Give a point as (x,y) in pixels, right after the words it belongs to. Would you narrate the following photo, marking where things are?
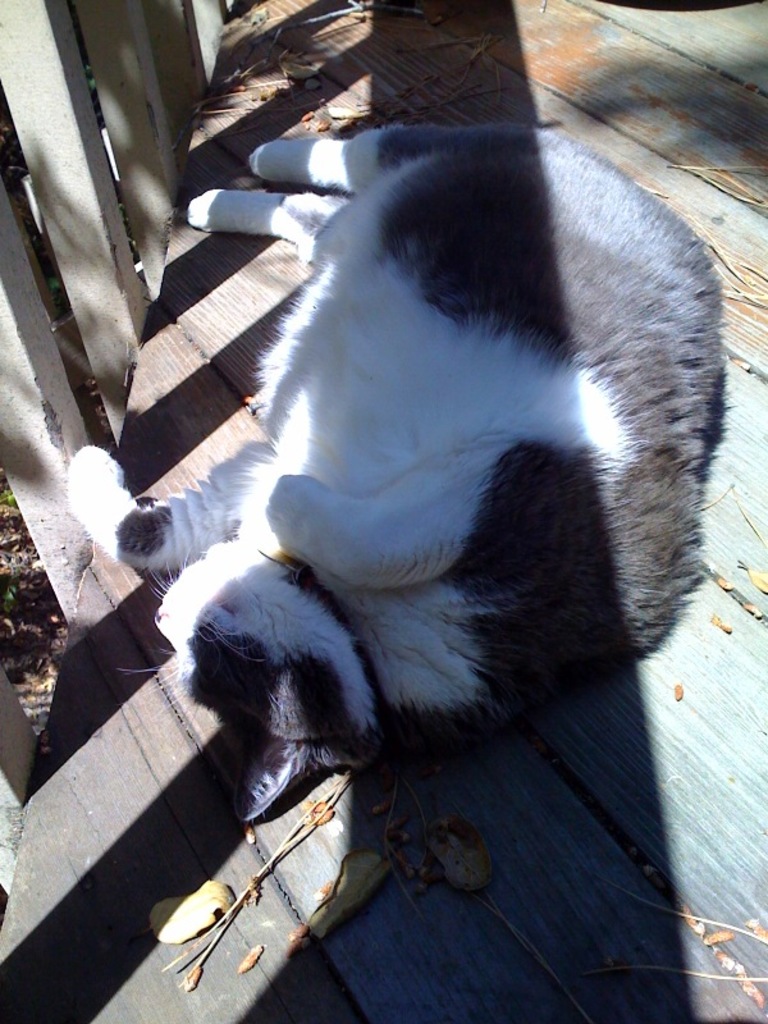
In the foreground of this image (385,504), we see a cat (540,489) sleeping on a surface (656,795) and there are dried leaves (451,858) falling down on the surface (432,86). On left top corner of the image (86,170), we see a railing (110,181).
